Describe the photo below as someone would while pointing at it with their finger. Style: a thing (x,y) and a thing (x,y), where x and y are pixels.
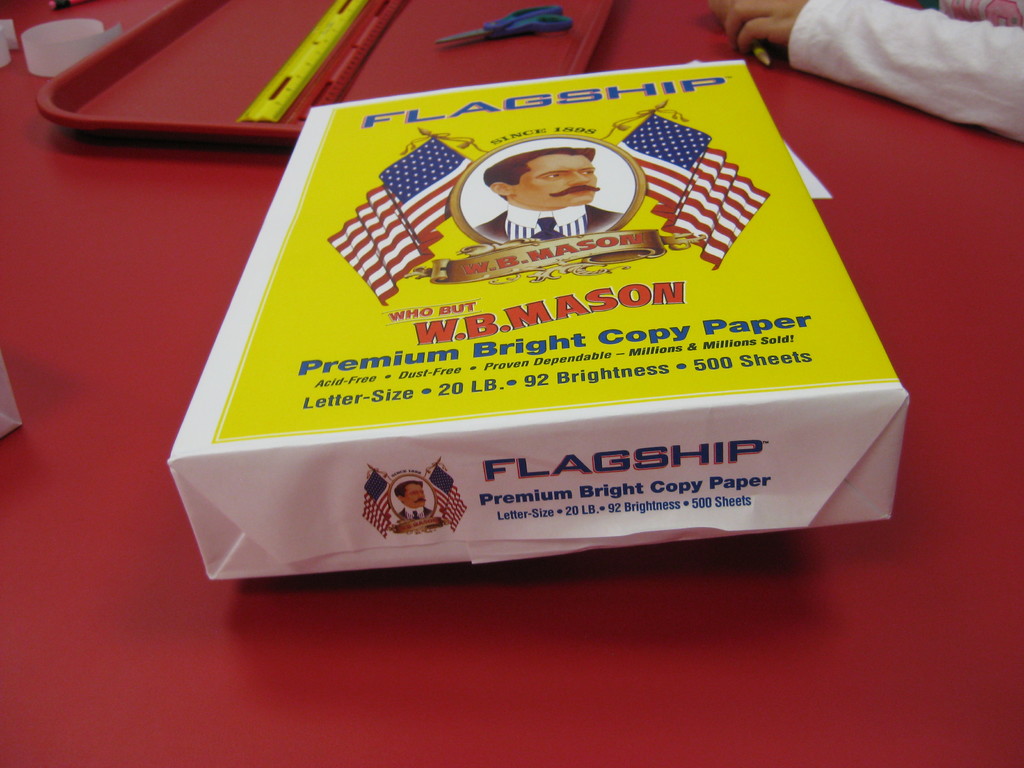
In this image I can see the red colored surface (829,647) and on it I can see a box (625,469) which is white and yellow in color, a red colored tray (205,131) with few objects (336,10) in it. I can see a human hand (830,44) wearing white colored dress (891,33).
